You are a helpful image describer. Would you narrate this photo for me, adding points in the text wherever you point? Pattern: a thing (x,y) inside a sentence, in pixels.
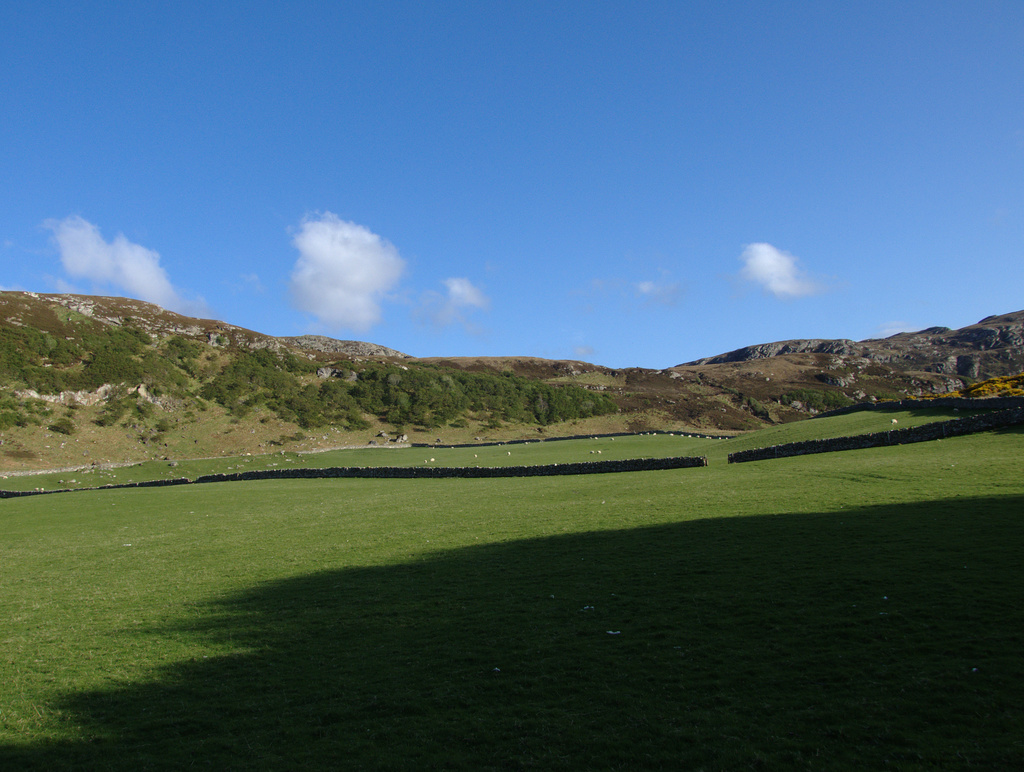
In the center of the image (534,420) we can see hills (122,407) and trees (389,418) are present. At the bottom of the image (459,655) ground (660,570) and grass (673,533) are there. At the top of the image (415,242) clouds (369,261) are present in the sky (389,246).
